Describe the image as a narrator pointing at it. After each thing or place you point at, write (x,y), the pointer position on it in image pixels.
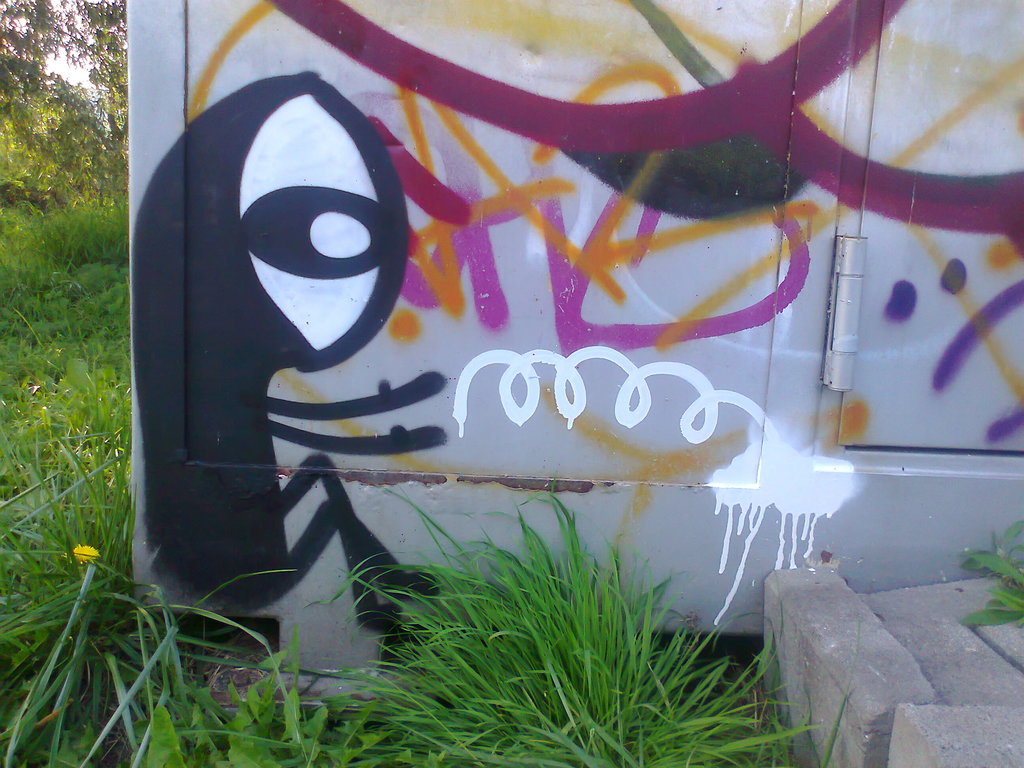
This picture is clicked outside. In the foreground (574,650) we can see the green grass (212,695) and a white color object (562,331) on which we can see the pictures (380,221) of some objects (582,277). On the right corner (945,742) we can see a cement object (820,634). In the background (75,93) we can see the trees (95,142) and plants (68,199) and some other objects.
